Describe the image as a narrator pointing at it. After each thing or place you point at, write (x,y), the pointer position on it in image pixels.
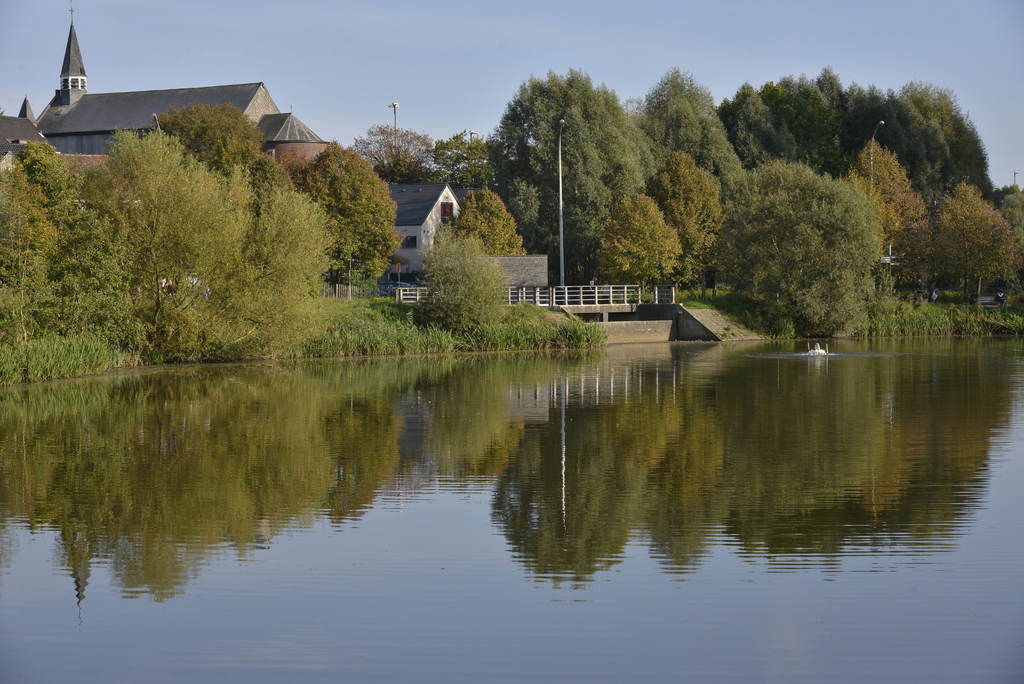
There is water (519,446). In the back (452,234) there are trees (532,166), light poles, buildings (539,280), railing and sky (413,74).
